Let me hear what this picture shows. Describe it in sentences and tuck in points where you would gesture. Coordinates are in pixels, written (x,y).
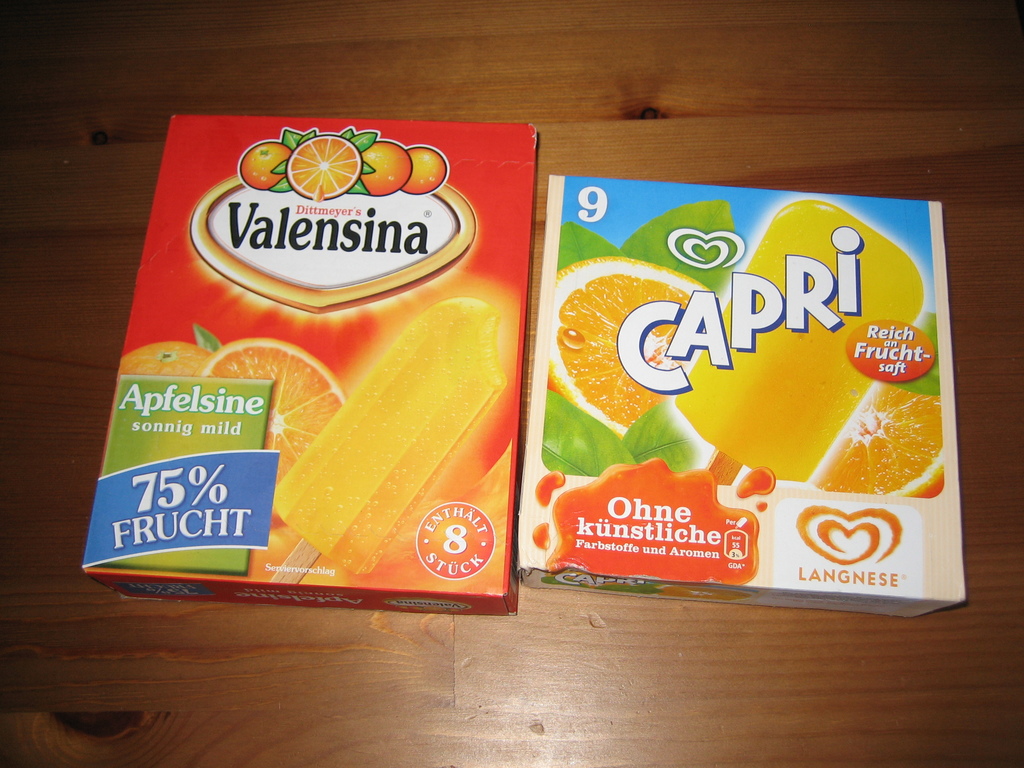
In this image I can see two colourful boxes (566,336) and on it I can see something is written. I can also see something is written on these boxes (561,367) and under these boxes (591,317) I can see brown colour surface (378,54).
